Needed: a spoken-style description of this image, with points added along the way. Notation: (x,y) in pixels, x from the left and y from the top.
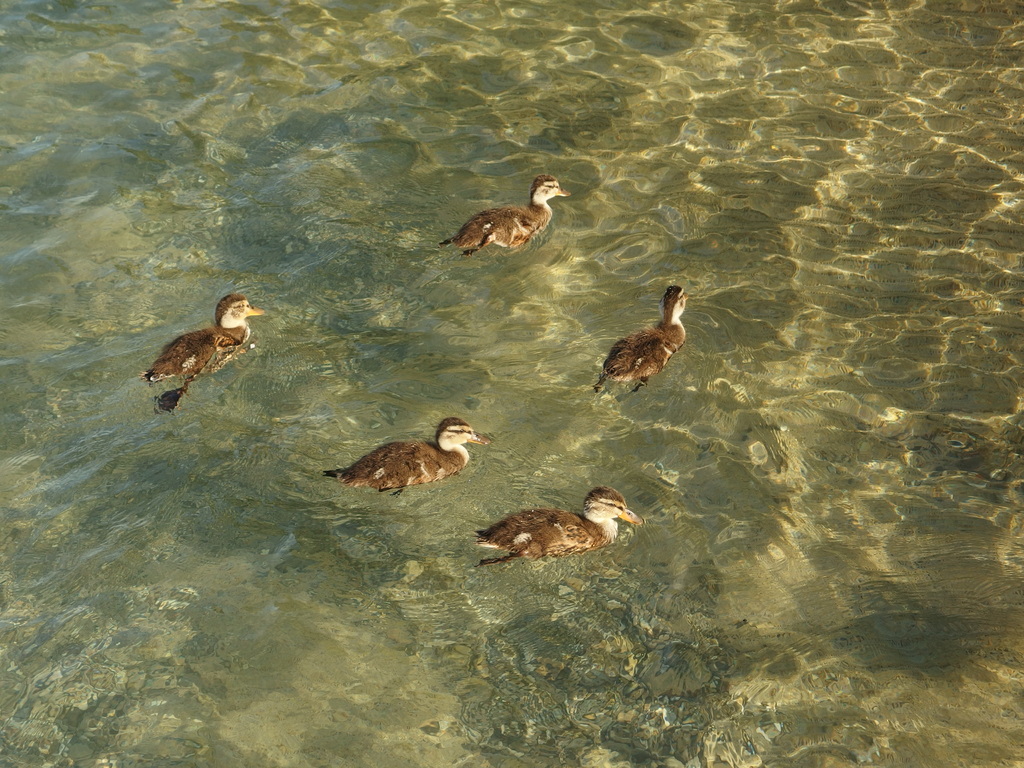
This picture might be taken in a lake (663,414). In this image, we can see few ducks (537,187) which are swimming on the water (560,689) and the background (601,117), we can see water (637,590) in the lake (517,380).
